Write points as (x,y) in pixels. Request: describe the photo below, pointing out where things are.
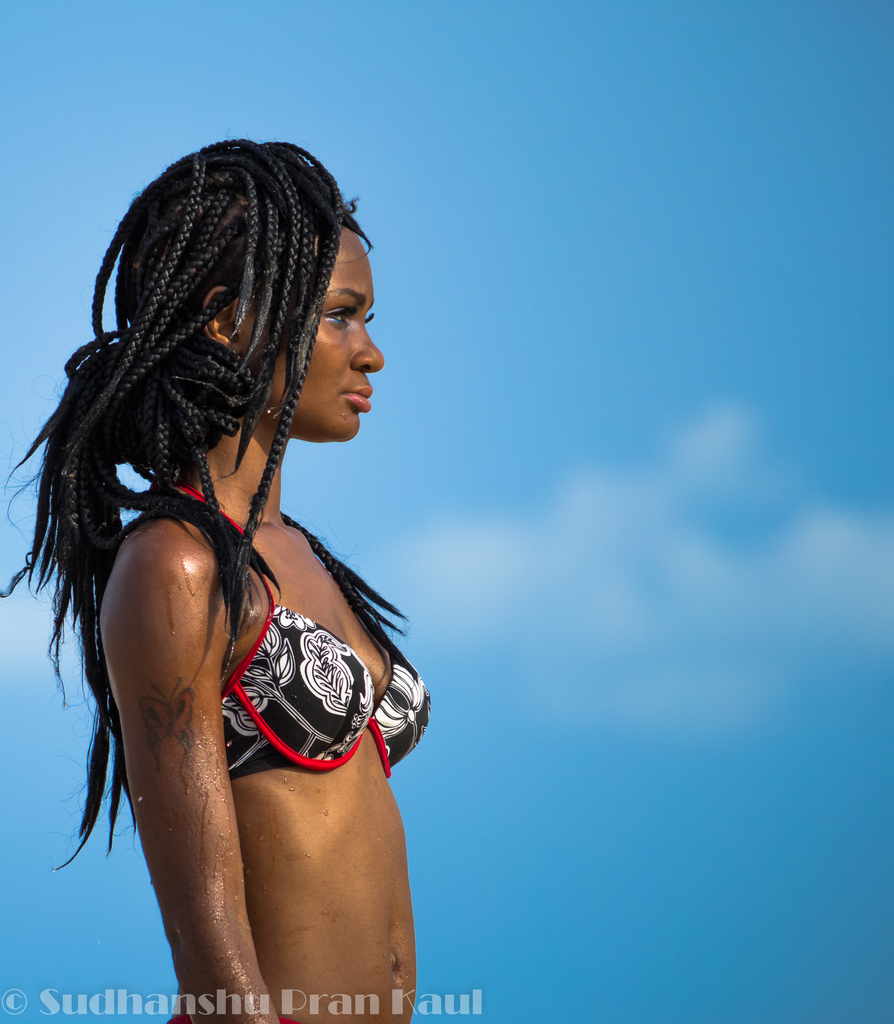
In this image there is a woman (225,733) standing. There is a tattoo (164,713) on her arm (135,707). Behind her there is the sky (530,389). In the bottom left (288,1005) there is text (244,1009) on the image.
